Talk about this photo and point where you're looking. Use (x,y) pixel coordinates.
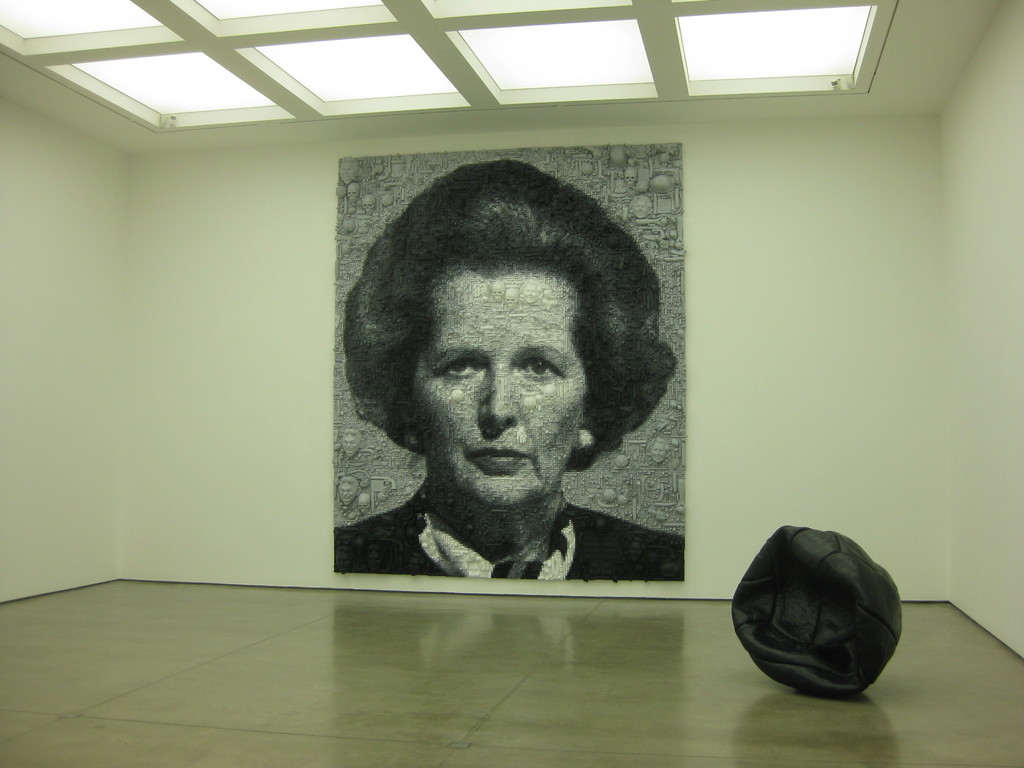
At the bottom of the image (428,595) there is a floor (717,617). On the right side of the image (804,545) on the floor (883,690) there is a black color object (838,617). And on the wall (259,558) there is a frame (492,154) with a lady image (340,356). At the top of the image (63,23) there are windows (514,71).
